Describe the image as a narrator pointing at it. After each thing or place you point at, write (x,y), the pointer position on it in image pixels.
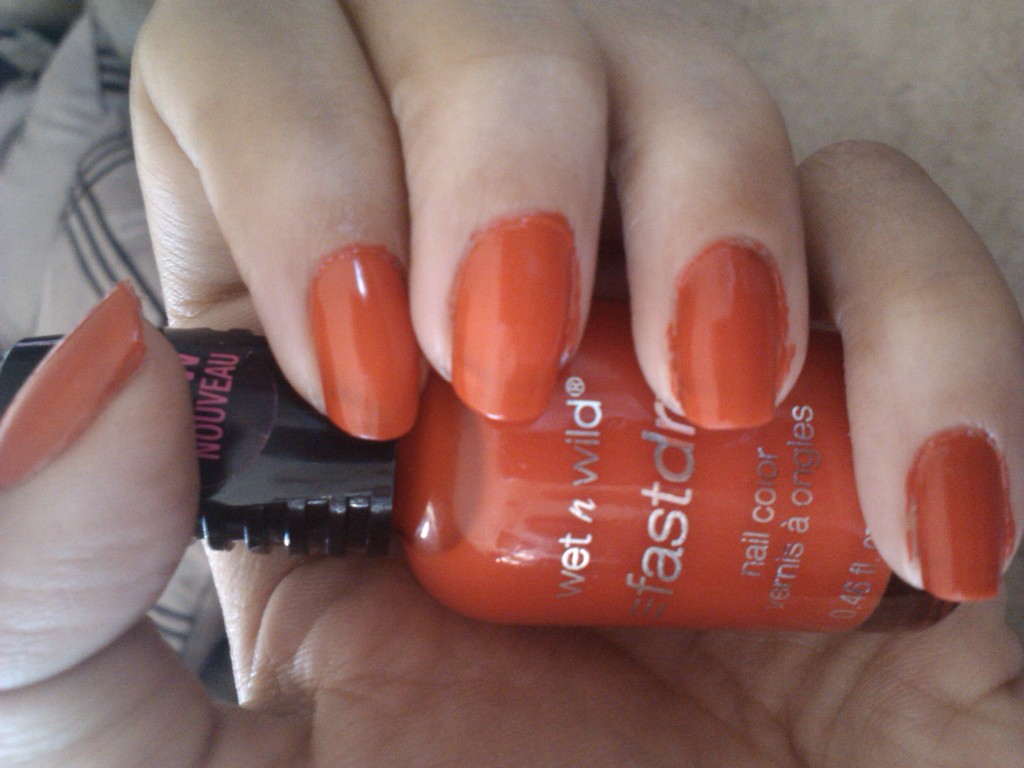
There is a hand (442,212) with some nails (399,320), holding a nail polish (520,466). The nail polish (651,477) is red in color. And in the background (116,269) we can observe some pillows (71,147).
